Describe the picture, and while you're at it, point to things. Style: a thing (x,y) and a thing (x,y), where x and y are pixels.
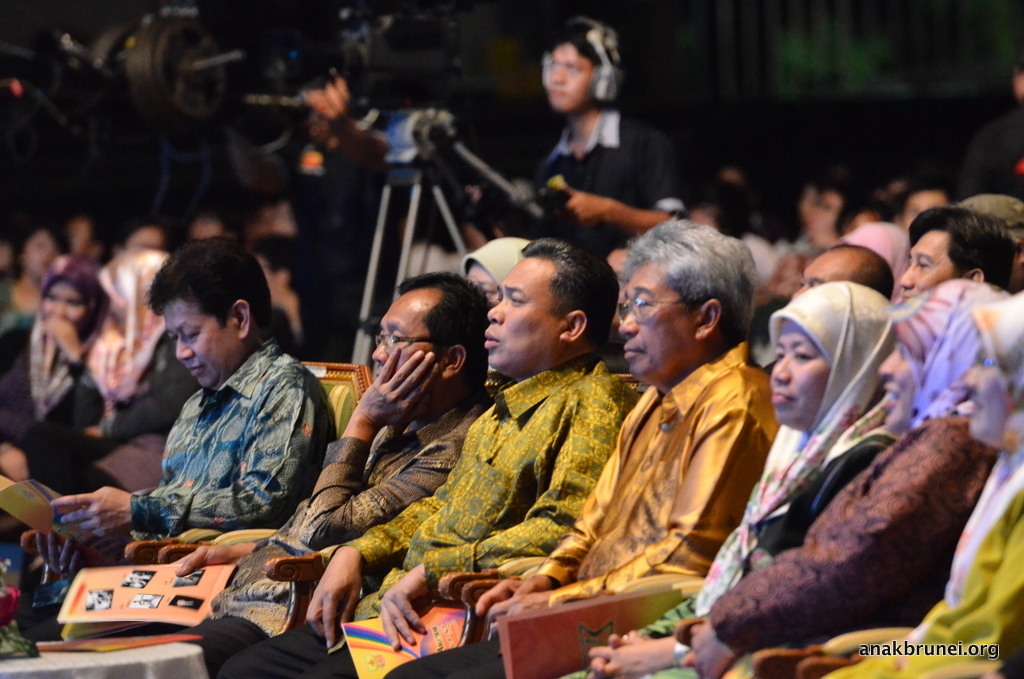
In this picture we can see group of men and women (422,429) sitting on the auditorium chair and listening to something. Behind there is a camera man (560,140) wearing black color t-shirt (610,193) and headphone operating the camera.
